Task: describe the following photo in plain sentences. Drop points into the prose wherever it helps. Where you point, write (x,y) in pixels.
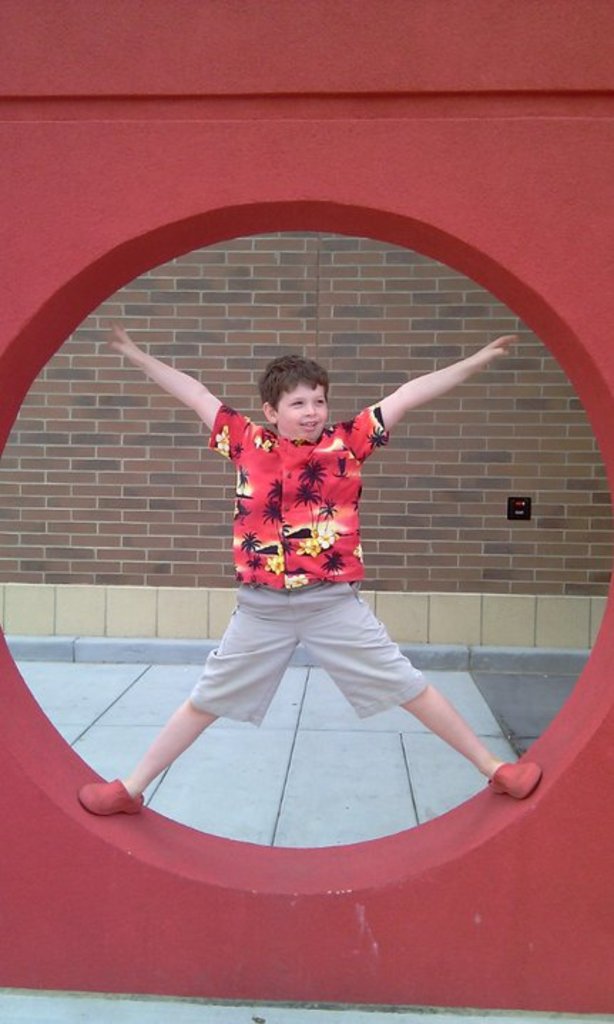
Here in this picture we can see a child (262,646) stretching his hands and legs (171,750) and standing in a circle (198,233) of an architectural structure (270,885) present over a place and we can see he is smiling.
